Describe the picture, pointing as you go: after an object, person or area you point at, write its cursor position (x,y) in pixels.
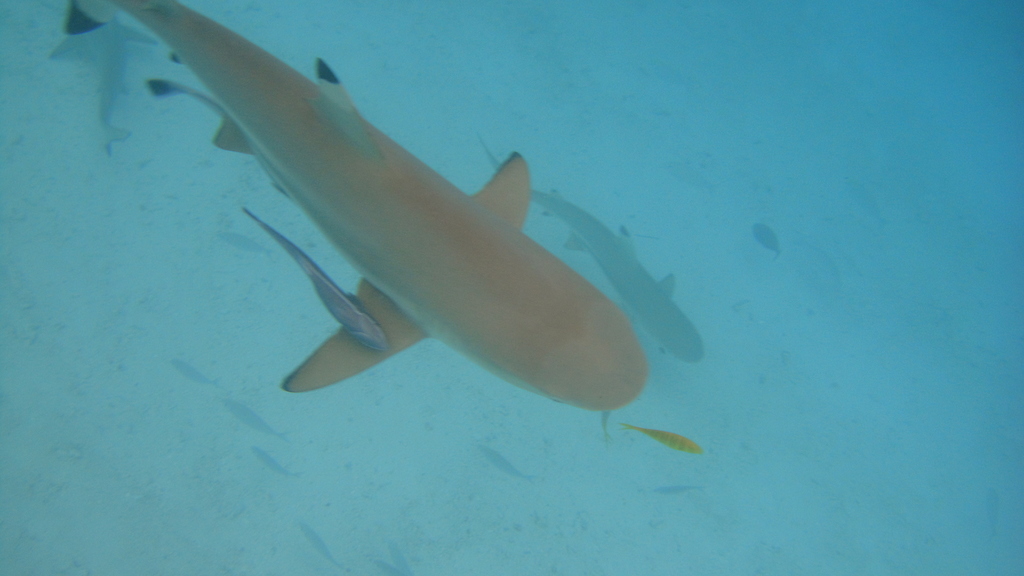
In this picture I can see fishes (546,278) in the water (618,432).
